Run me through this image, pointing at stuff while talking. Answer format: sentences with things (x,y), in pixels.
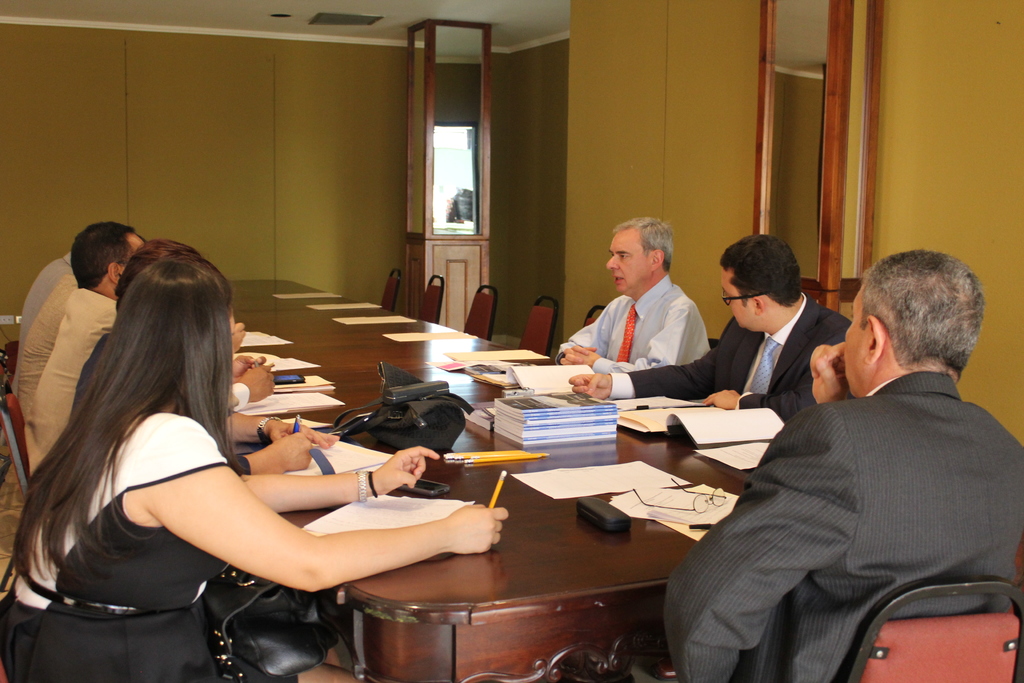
In this picture I can see few people (899,483) sitting on the chairs (1021,616) and I can see papers (343,526), few books (507,423), spectacles (633,489) and couple of mobiles (444,485) on the table (451,653) and I can see a hand bag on the woman's lap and I can see mirrors (470,83).
